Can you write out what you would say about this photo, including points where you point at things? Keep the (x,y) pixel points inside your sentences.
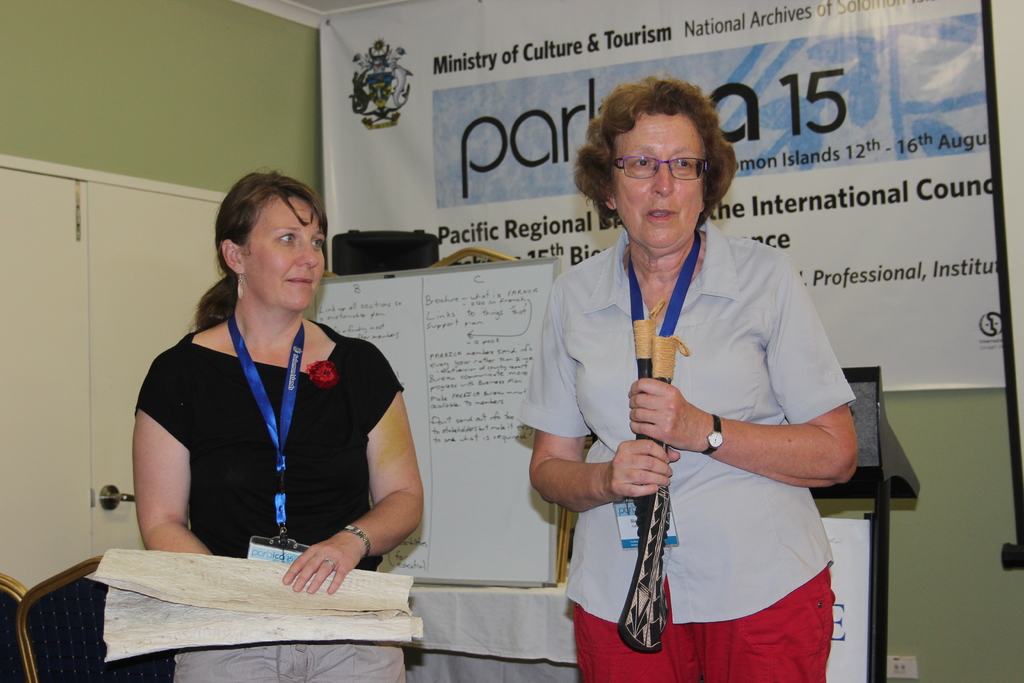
In the front of the image (296,546) I can see two women (325,383) are standing and holding objects (241,573). In the background of the image (421,440) there is a hoarding (488,92), cupboard (167,201), whiteboard (475,381), podium (894,481), table (541,617), chairs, walls (119,26) and objects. Something is written on the hoarding (611,74) and white board (399,310).
